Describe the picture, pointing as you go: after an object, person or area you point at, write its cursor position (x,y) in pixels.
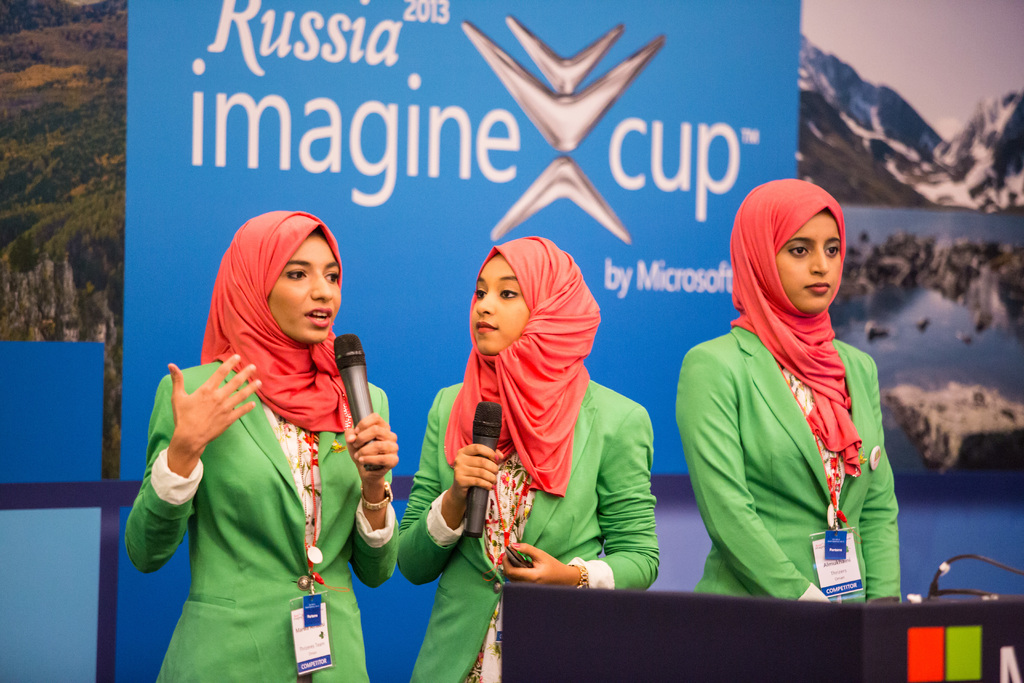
Here in this picture we can see three women (558,334) wearing a green colored coat (280,446) and standing over a place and we can also see they are wearing ID cards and hijab (218,334) on them and the woman (296,414) on the left side (338,351) is speaking something in the microphone (339,349) present in her hand (365,437) and beside her also we can see another woman (475,452) holding microphone (479,425) and in front of them we can see a speech desk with microphones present on it and behind them we can see a banner (919,301) present and on that we can see pictures (922,177) of mountains (886,170) covered with snow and grass (47,147) and plants (88,202).
